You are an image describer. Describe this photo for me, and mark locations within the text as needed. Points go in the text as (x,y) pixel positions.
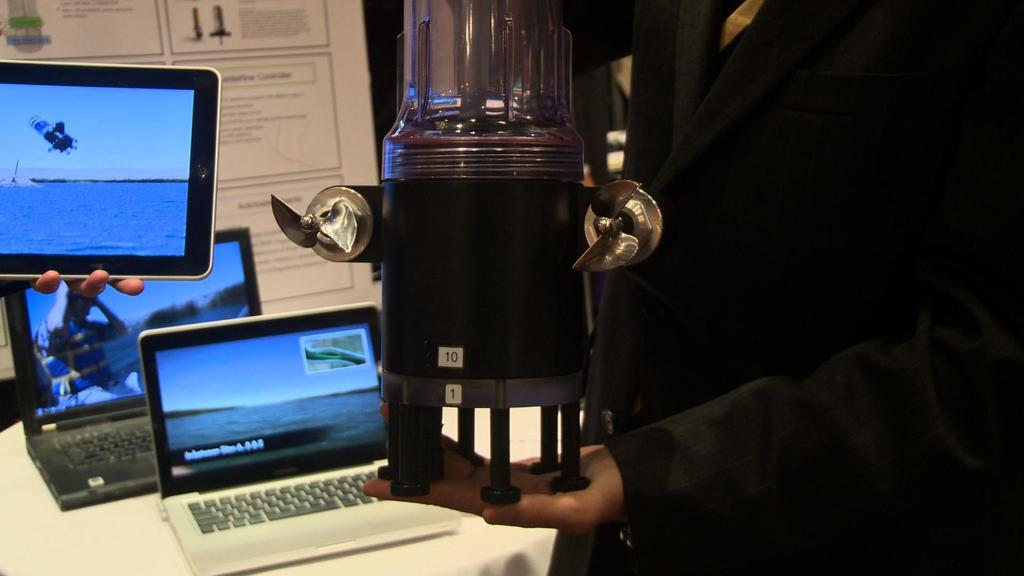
In this image we can see a person (597,397) holding an object (510,407), there is a table (539,430), on the table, we can see the laptops (346,402), also we can see a person's hand (41,292) holding a tab (90,265), in the background (228,65), it looks like a board (292,104), on the board (326,285), we can see some text (273,26) and images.
